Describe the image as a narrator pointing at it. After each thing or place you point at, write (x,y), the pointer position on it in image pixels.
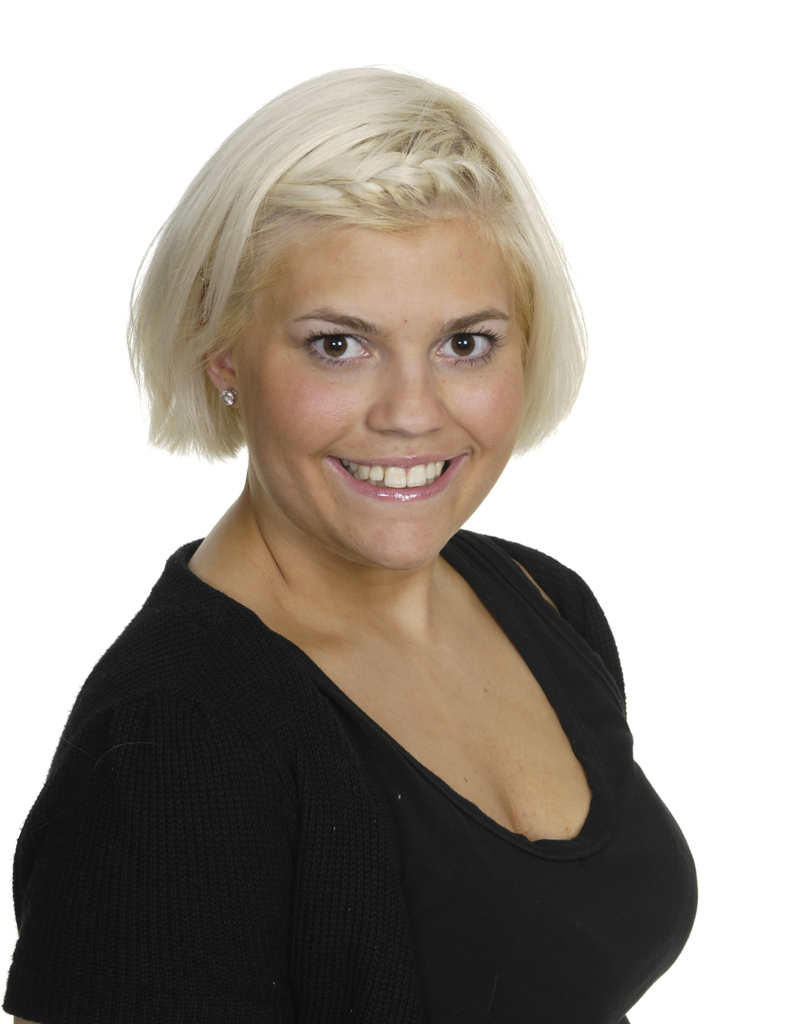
In this picture there is a woman (259,750) wearing black dress (207,773) is showing her teeth (386,479).
